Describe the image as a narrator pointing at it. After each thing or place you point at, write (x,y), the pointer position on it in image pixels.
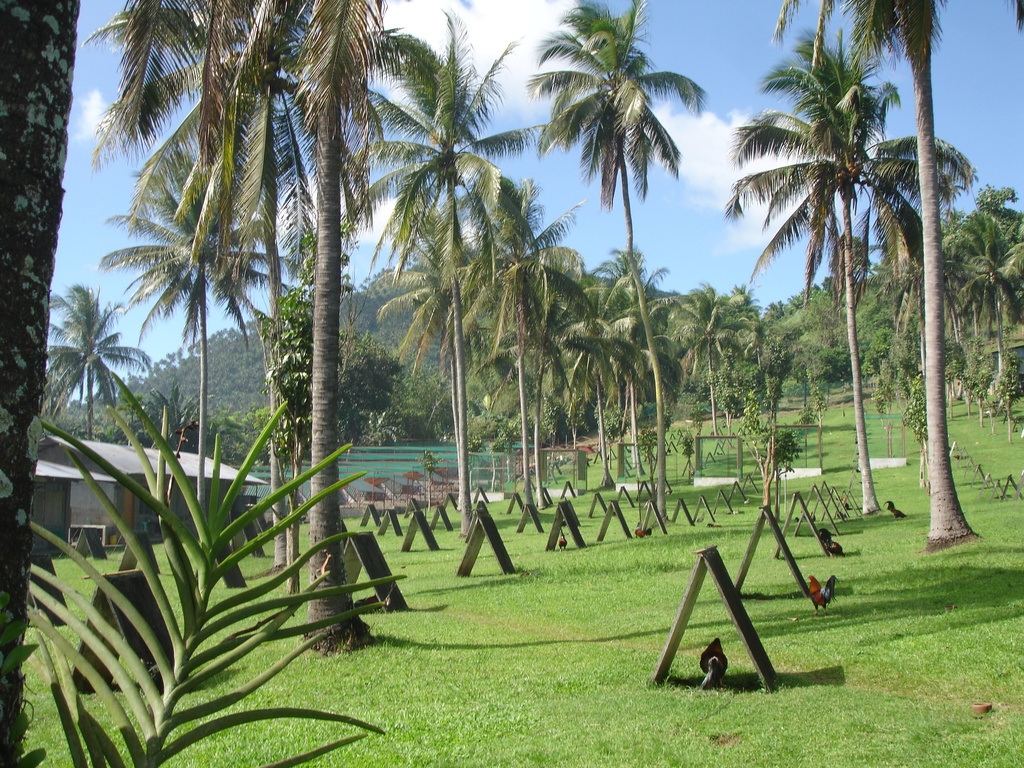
In this picture I see few trees (402,375) and a house (56,496) on the left side (142,508) and few roosters (826,602) on the ground (408,724) and few plants (953,408) and grass (336,659) on the ground (546,625) and a blue cloudy Sky (1011,114).
